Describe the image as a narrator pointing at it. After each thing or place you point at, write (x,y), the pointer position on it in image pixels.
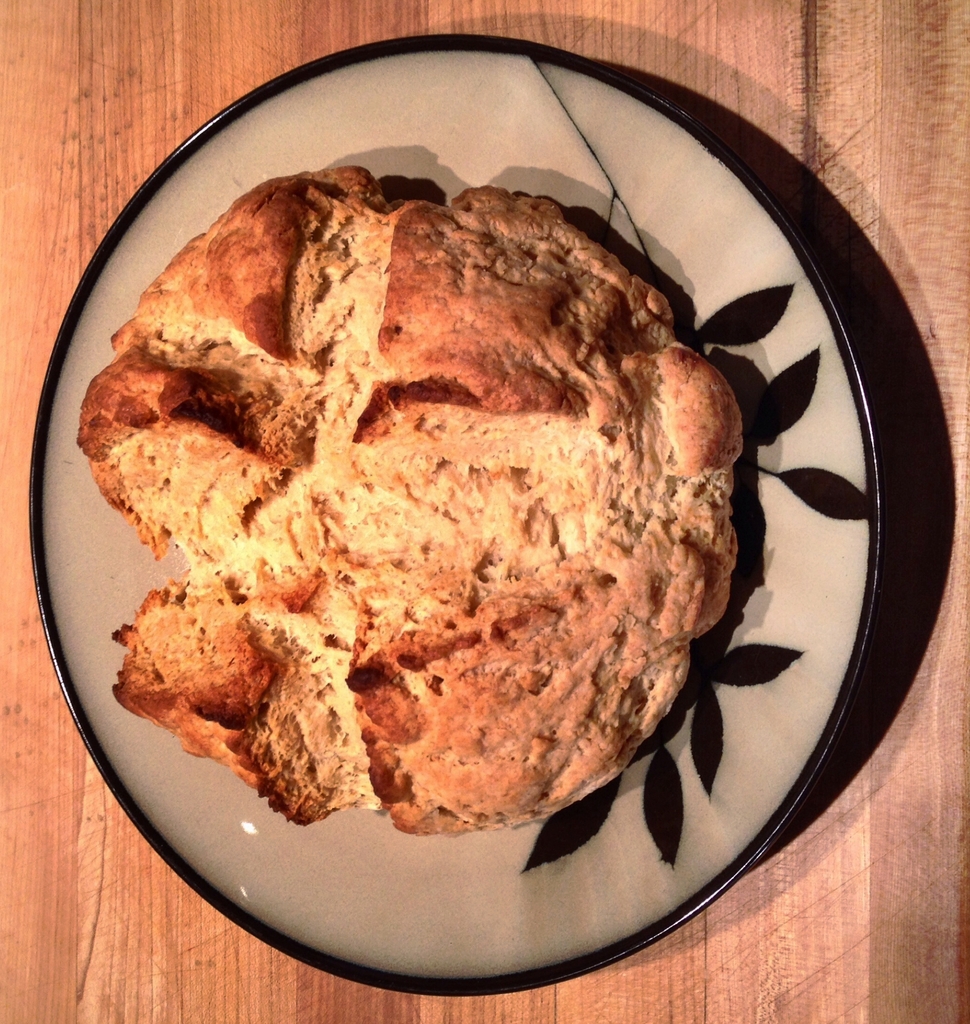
In this image, we can see a table (919,433), on that table (942,462), we can see a plate (665,837) with some food (413,459).
